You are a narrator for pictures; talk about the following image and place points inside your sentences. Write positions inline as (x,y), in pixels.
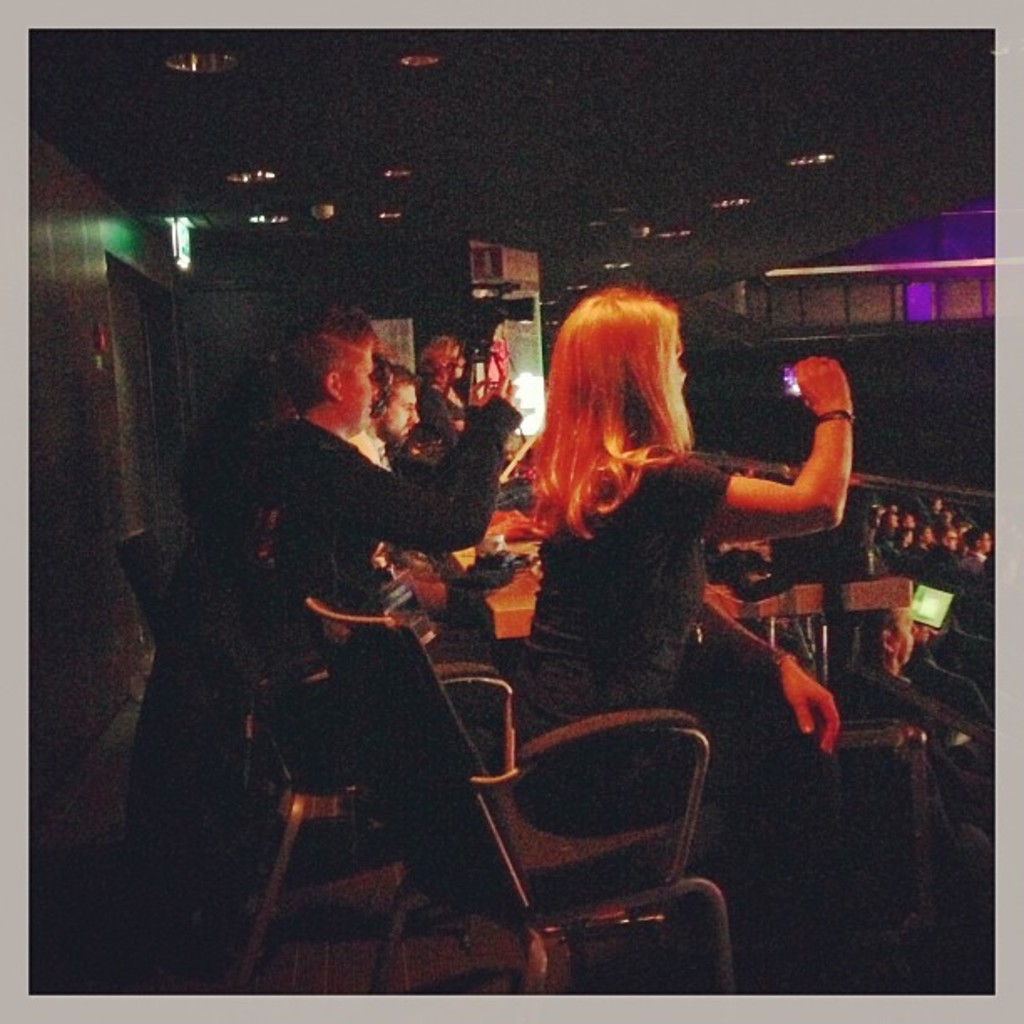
In this image there are some persons (757,712) who are sitting on chairs (515,734), and in the background (49,509) there are some lights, wall (69,529), window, door (158,337) and some other objects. And in the center (489,560) there is a table (538,550), on the table (523,574) there are some objects (517,468).
